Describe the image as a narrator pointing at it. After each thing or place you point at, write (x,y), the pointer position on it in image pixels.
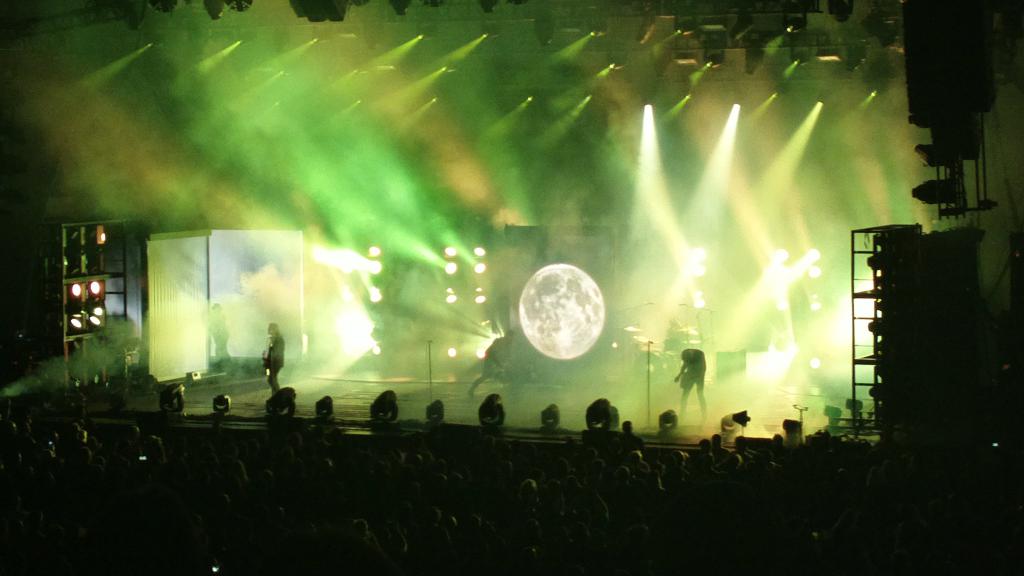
At the bottom of the image (655,481) few people (524,482) are standing. In the middle of the image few people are standing and holding some musical instruments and there are some microphones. Behind them there are some lights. At the top of the image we can see some lights (426,112).
